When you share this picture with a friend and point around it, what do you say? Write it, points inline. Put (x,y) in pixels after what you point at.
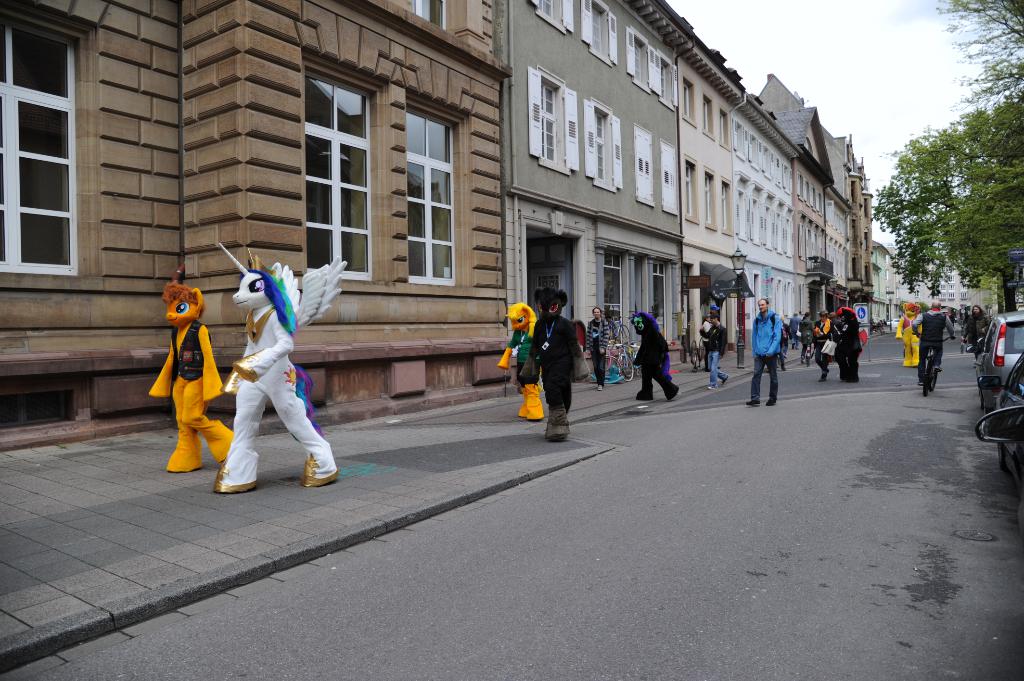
In this image I see number of buildings (688,164) and I see the road (694,490) on which there are number of people (898,330) and I see that few of them are wearing costumes (270,300) and I see vehicles (997,383) and I see the trees (914,146). In the background (880,75) I see the sky (845,33) which is cloudy.
